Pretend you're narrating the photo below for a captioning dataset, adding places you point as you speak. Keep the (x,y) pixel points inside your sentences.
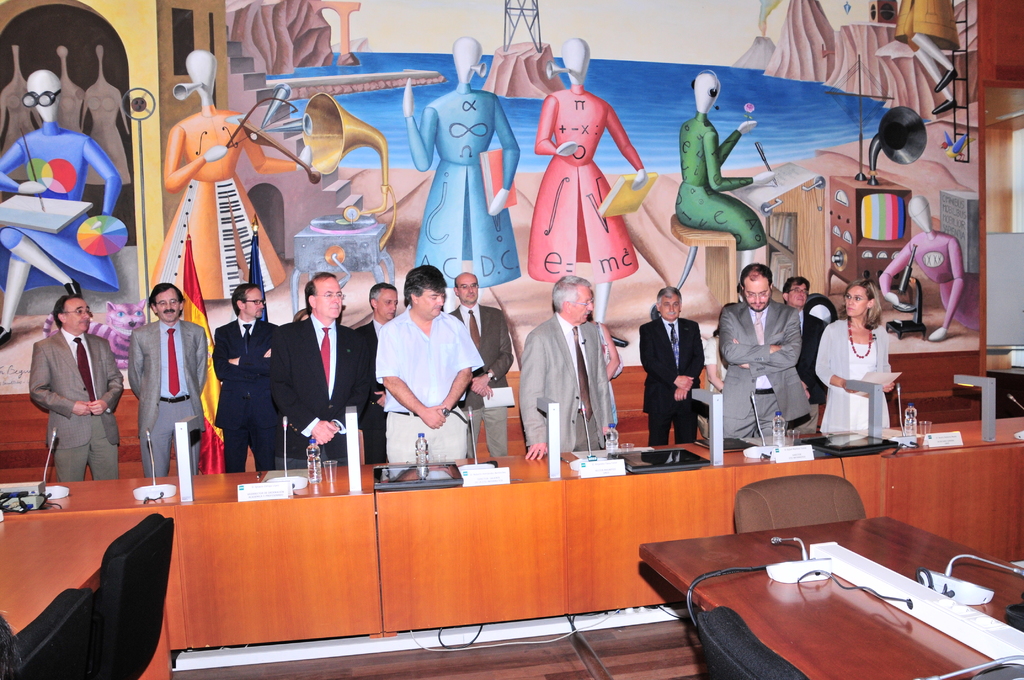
In this picture there is a man (435,350) who is wearing white shirt (404,379) and trouser (442,431). He is standing near to the man (354,379) who is wearing black suit (359,379). On the right (847,407) there is a woman (862,297) who is wearing spectacle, jacket (875,356), t-shirt (873,357), locket (869,355) and holding a book (877,377). Beside her we can see two person (725,397) standing near the table (965,474). On the table (988,461) we can see mics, water bottles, water glasses (926,445), tray (392,483), laptops (416,471), papers (272,491), tablets (433,483) and other objects (22,487). In the background (410,223) we can see the painted wall (460,272). At the bottom right (791,617) we can see the chairs (809,504) and table (925,635).
